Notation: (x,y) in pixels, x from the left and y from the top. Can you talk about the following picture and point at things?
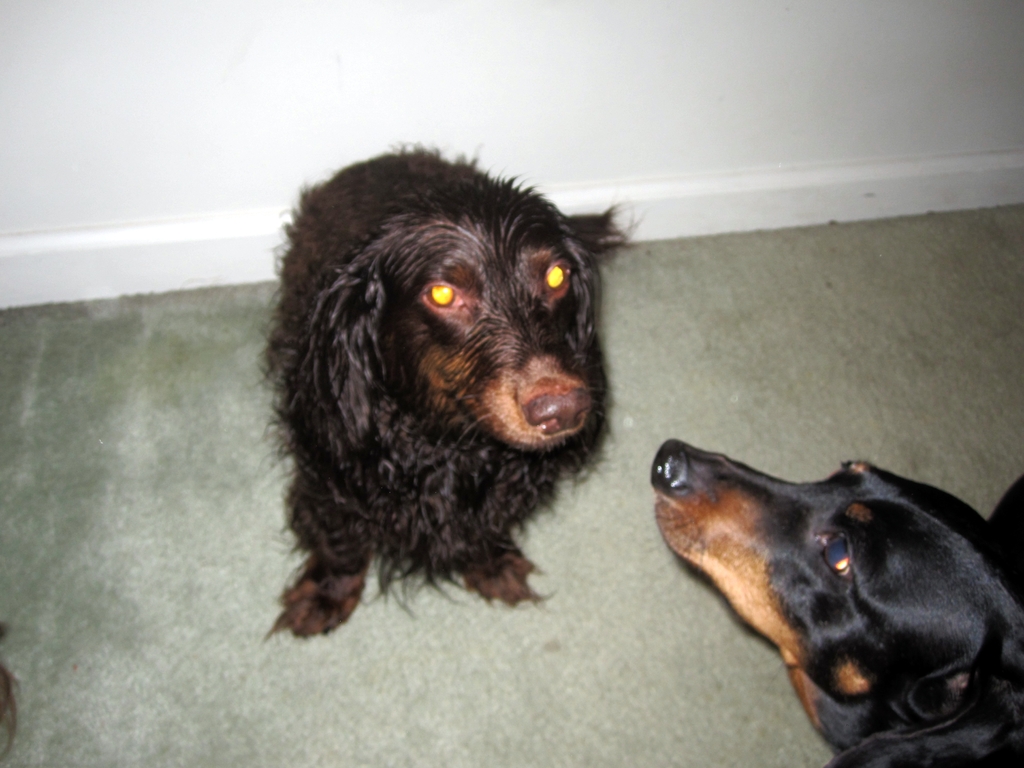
This picture is taken inside the room (709,675). In this image, in the right side (896,498) corner, we can see the head (903,690) of a dog (908,687). In the middle of the image (348,483), we can see a dog (370,489). In the background (268,119), we can see a wall (819,143) which is in white color. On the left side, we can see a hair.
